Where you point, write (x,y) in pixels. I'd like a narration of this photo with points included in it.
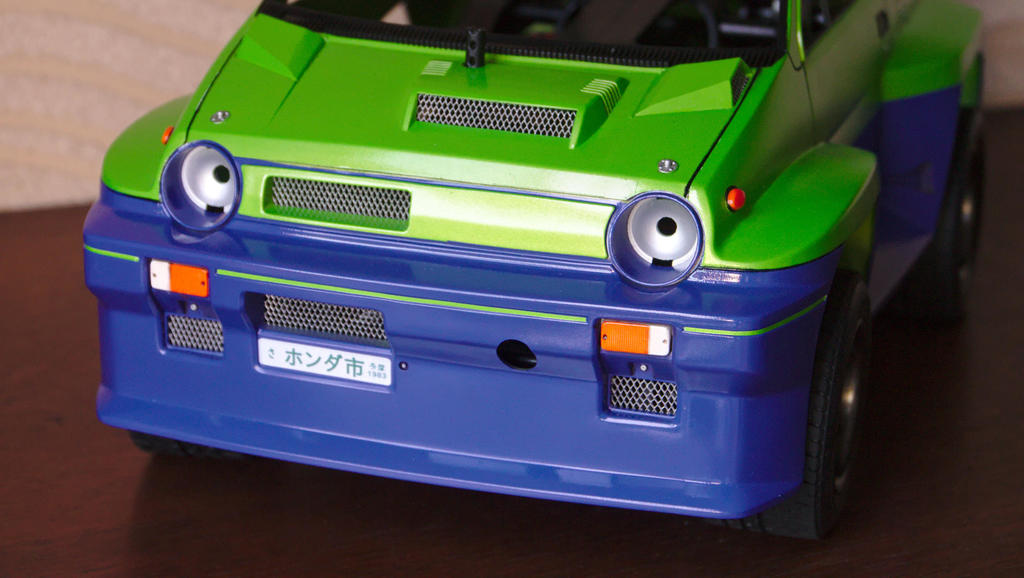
In this picture we can see green and blue color toy car (582,390), placed on the wooden table top (287,540).
